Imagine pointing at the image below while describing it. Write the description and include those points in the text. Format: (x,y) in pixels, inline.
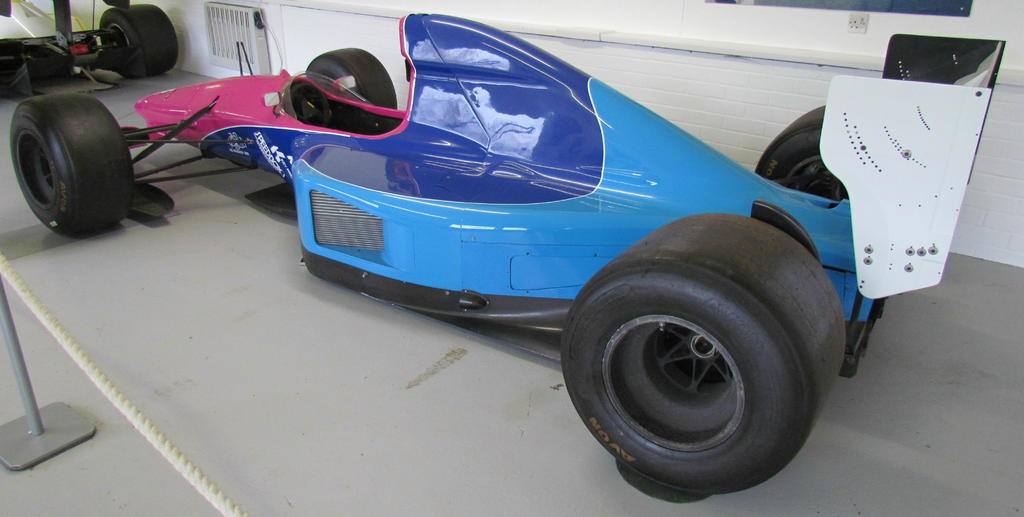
In this image there is a sports car (316,200) in pink and blue color. There is a wall (642,79). There is a floor (322,442). We can see the iron stand (48,438) and the rope (226,512) at the bottom left side (33,410). There are wheels (144,30) at the top left side (130,32).
